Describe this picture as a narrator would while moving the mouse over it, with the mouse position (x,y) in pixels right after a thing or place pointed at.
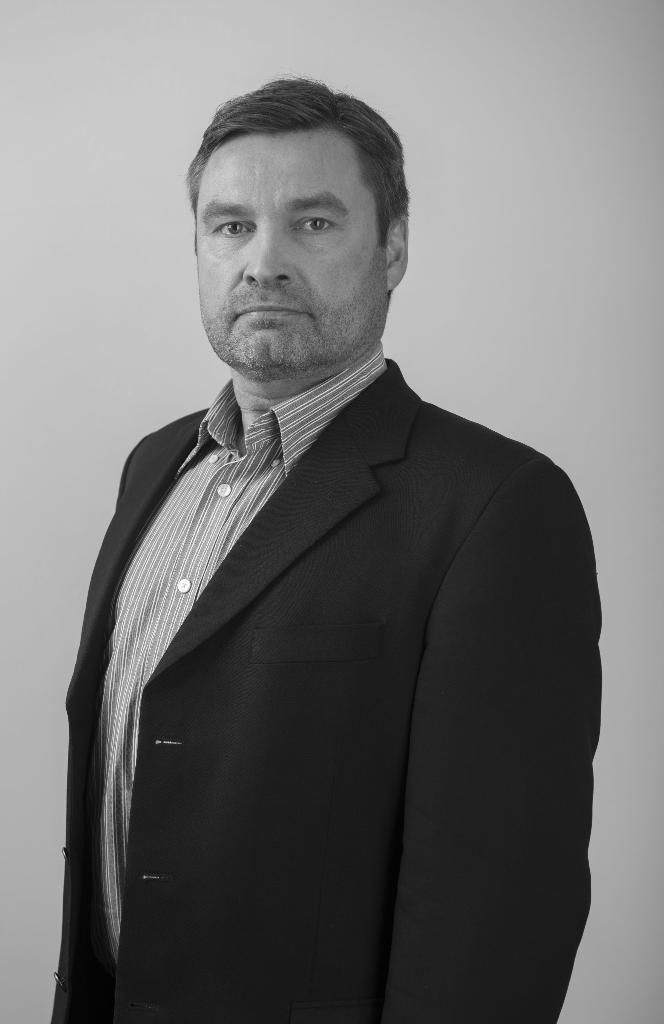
This is a black and white image. We can see a person (443,500) and the background (369,49).
